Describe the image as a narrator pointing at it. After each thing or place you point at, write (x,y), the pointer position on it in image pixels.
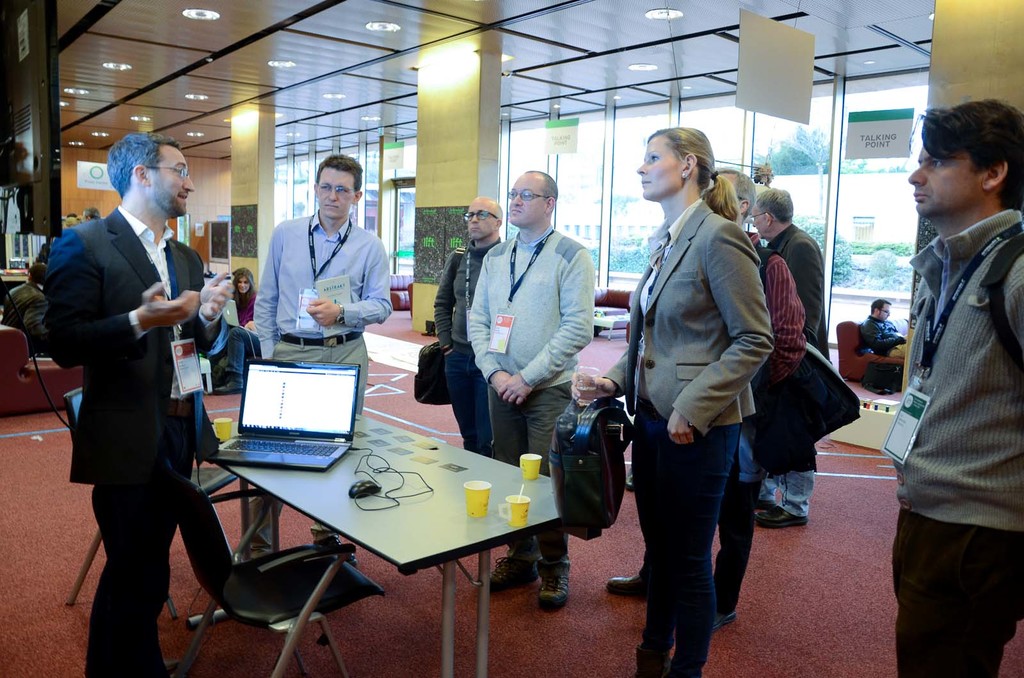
In the image we can see there are many people (663,320) standing and some of them are sitting. They are wearing clothes (666,310) and some of them are wearing shoes (645,653) and spectacles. These are the identity cards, laptop (290,425), glass (474,492), mouse (356,496), cable wire (362,464), chairs (269,562), bag (579,468), pillars (447,90), lights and sofa (841,347). We can see there are even trees (808,161).
